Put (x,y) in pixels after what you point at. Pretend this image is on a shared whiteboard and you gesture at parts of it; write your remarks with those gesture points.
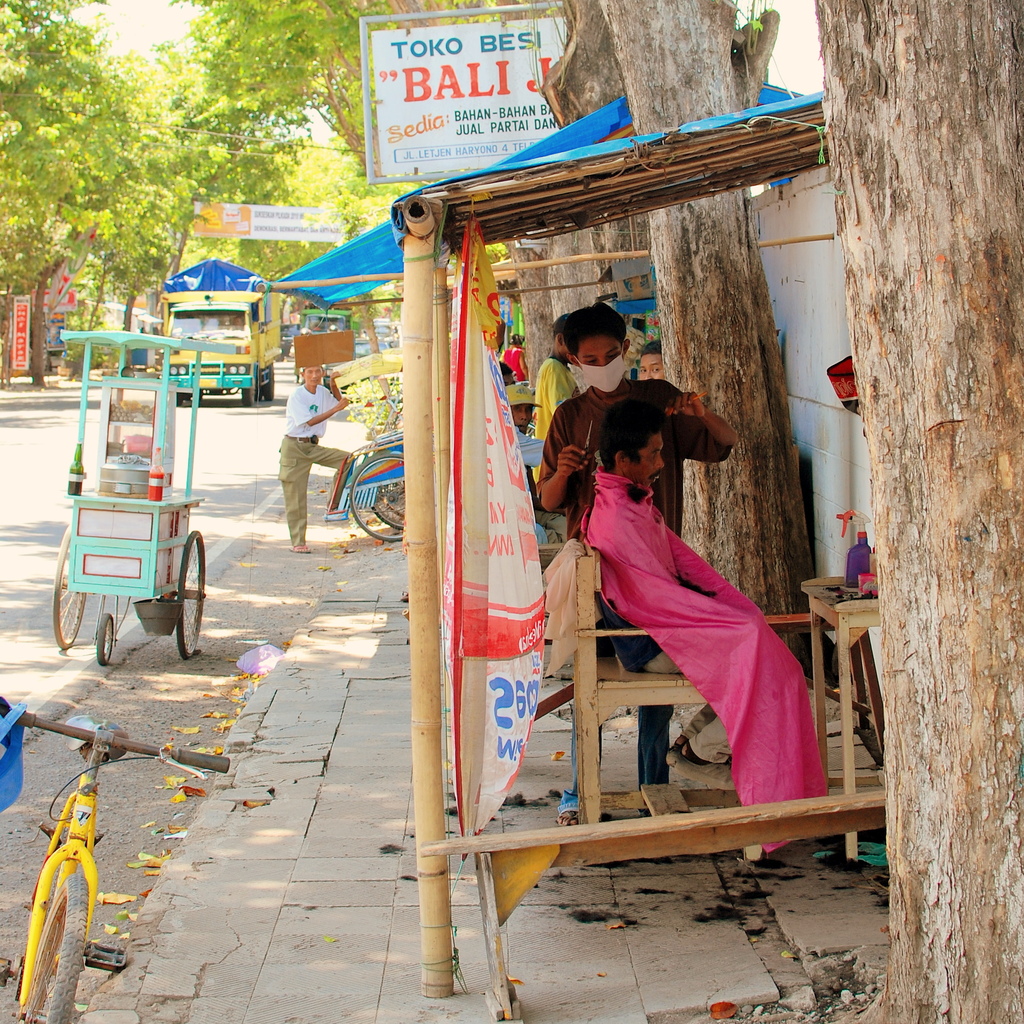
On the right (702,414) at the wall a person (630,393) is standing and cutting hair (644,438) of another person (664,604) who is sitting on the chair (588,709). In the background (293,361) we can see few persons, carts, hoardings (520,25), banners (72,278), trees (1,149), vehicles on the road (37,430), a bicycle (78,806) and some other objects (856,515).
